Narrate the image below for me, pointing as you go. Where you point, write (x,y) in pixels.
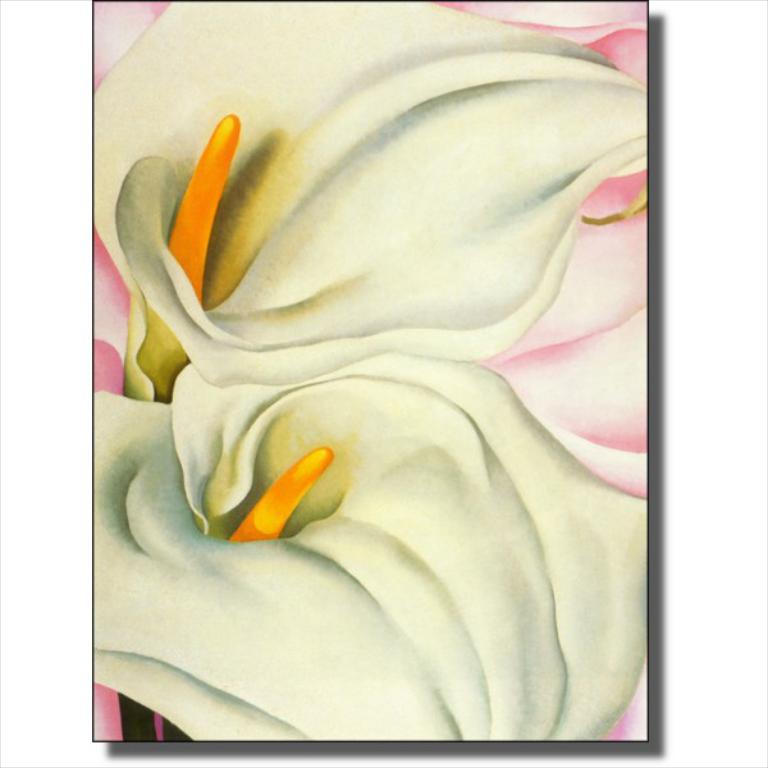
This is an edited poster where we can see two white flowers (380,418) and orange stigma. The background (600,391) is in pink color.
